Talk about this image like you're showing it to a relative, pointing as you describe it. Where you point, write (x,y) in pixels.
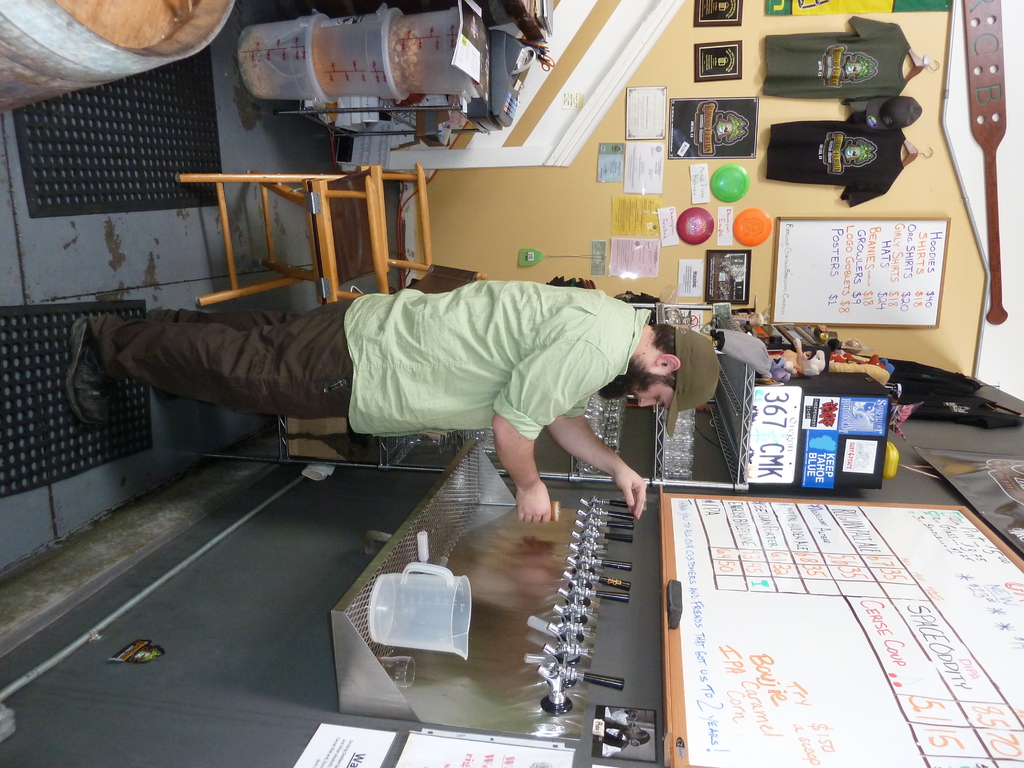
In the middle of the image (506,334) a person (461,317) is standing and holding a cup (558,512). In front of him we can see some taps (621,532) and wall (562,467), on the wall (918,456) we can see some board (704,498) and some products (867,375). Beside him we can see some chairs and wall (944,203), on the wall (488,213) we can see some boards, posters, frames (707,47) and clothes (887,50). In the top left corner of the image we can see some boxes (411,63). Beside the boxes (408,77) we can see a table (321,120), on the table (524,84) we can see an electronic device (488,120).
